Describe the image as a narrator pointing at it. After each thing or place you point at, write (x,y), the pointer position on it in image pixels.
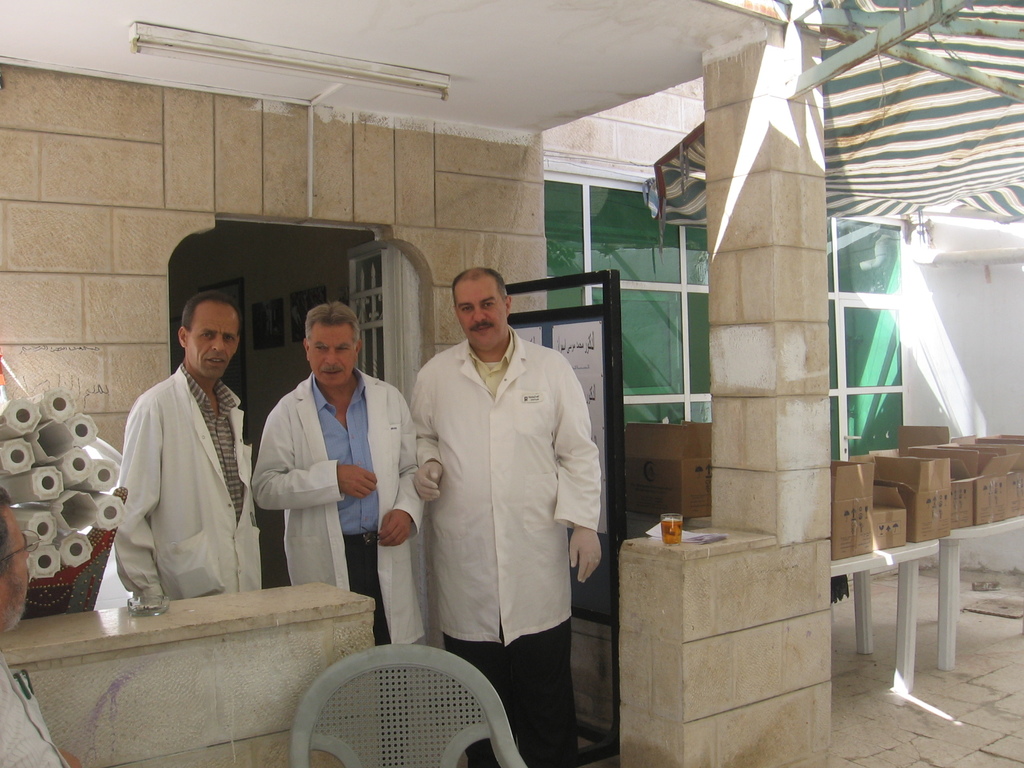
In this picture I can see three men (405,426) standing and I can see a glass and a board (585,335) with some text (587,335) and I can see few carton boxes (930,470) on the tables (919,542) and I can see a light (312,65) to the ceiling (369,40) and few items (83,488) on the left side (49,506) and I can see couple of posters (262,325) on the wall (284,297) in the back (268,308).
